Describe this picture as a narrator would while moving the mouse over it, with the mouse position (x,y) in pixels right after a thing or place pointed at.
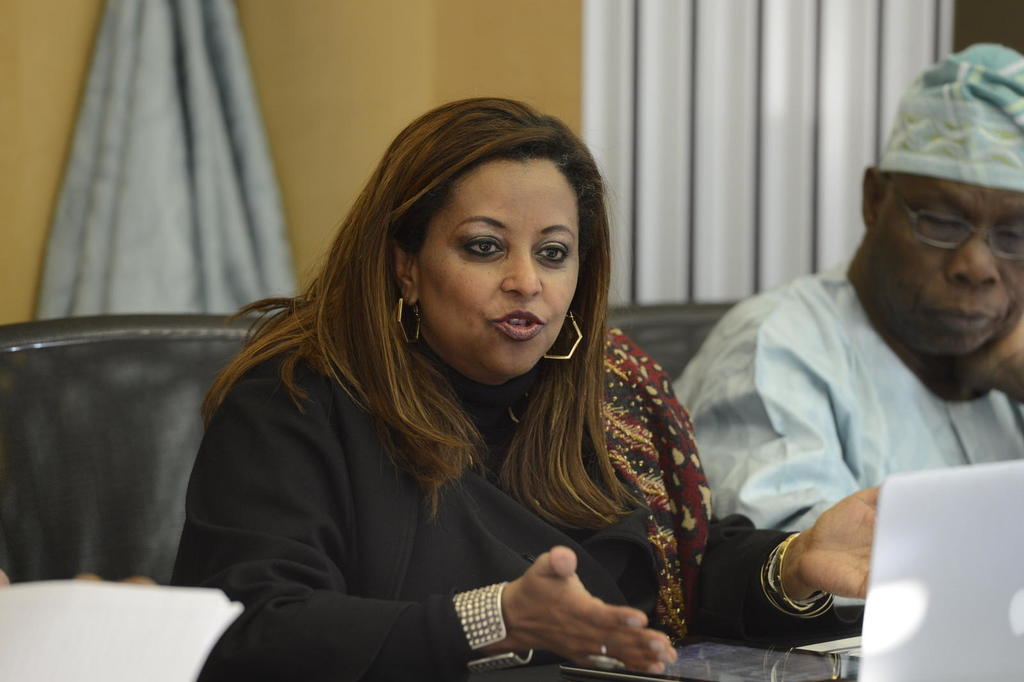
In this image, I can see two persons (676,461) sitting on the chairs (192,399). At the bottom of the image (865,606), I can see a laptop (875,668) and tablet (703,680) on an object (563,679). In the background (219,309), there is a curtain (163,83) and a wall (458,62).
